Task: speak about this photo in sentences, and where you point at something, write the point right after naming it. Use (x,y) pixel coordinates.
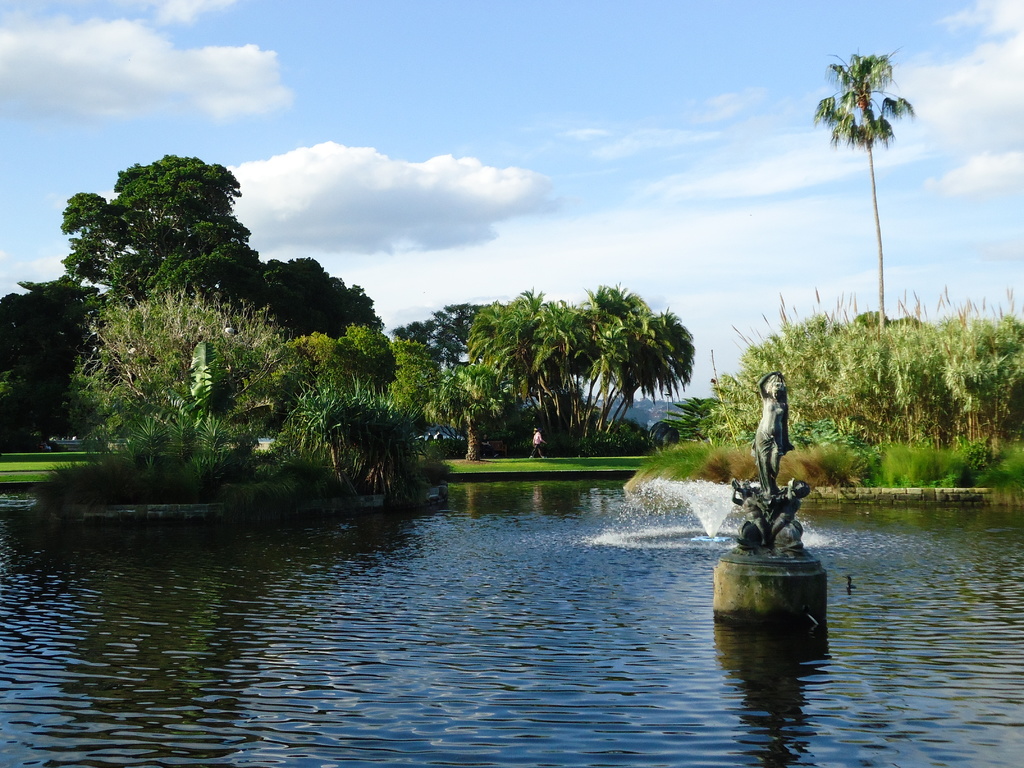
In this image I can see water (532,576) and in it I can see a sculpture (743,507). I can also see water fountain (698,485) over there. In the background (457,344) I can see trees (373,320), clouds (379,213), sky (575,191) and I can see a person (538,442) is standing over there.
